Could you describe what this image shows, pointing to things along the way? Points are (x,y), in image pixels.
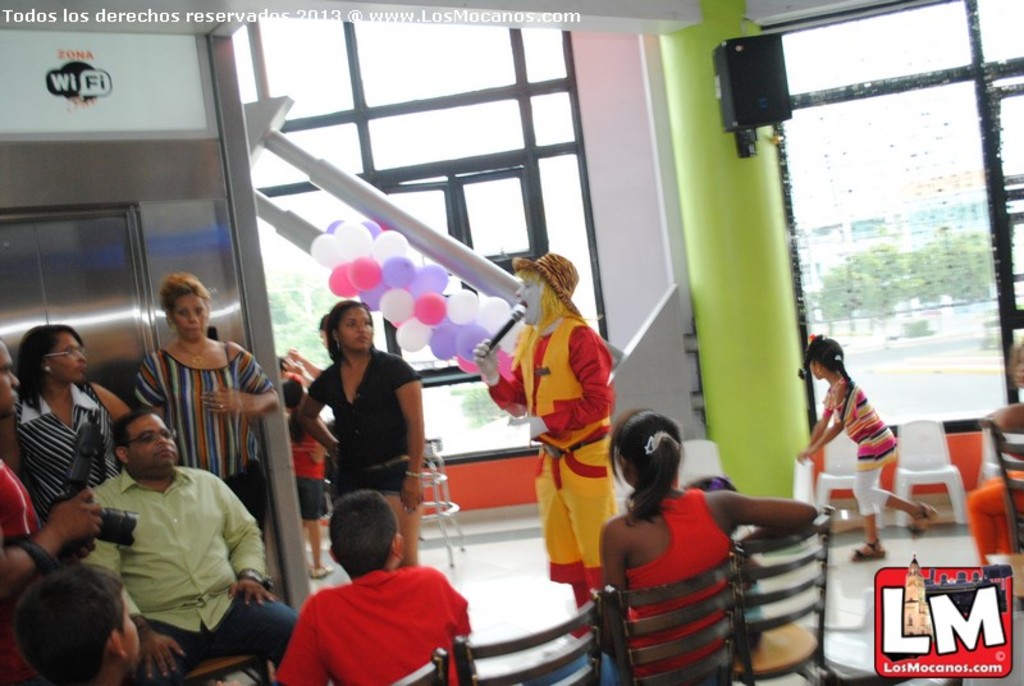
In this image there are a few people (642,515) sitting on their chairs (625,605), a few (540,513) are standing, one of them is in joker costume (566,484) and holding a mic (512,325) in his hand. On the left side of the image (157,310) there is a lift (133,194), beside that there are a few balloons (402,280) attached to the rod (304,167) and in the background (906,267) there is a glass wall (838,218) and Windows (1013,327), through which we can see there are trees (916,273) and buildings (905,189), there is a pillar (750,325) and a speaker (729,129) is hanging on it.
